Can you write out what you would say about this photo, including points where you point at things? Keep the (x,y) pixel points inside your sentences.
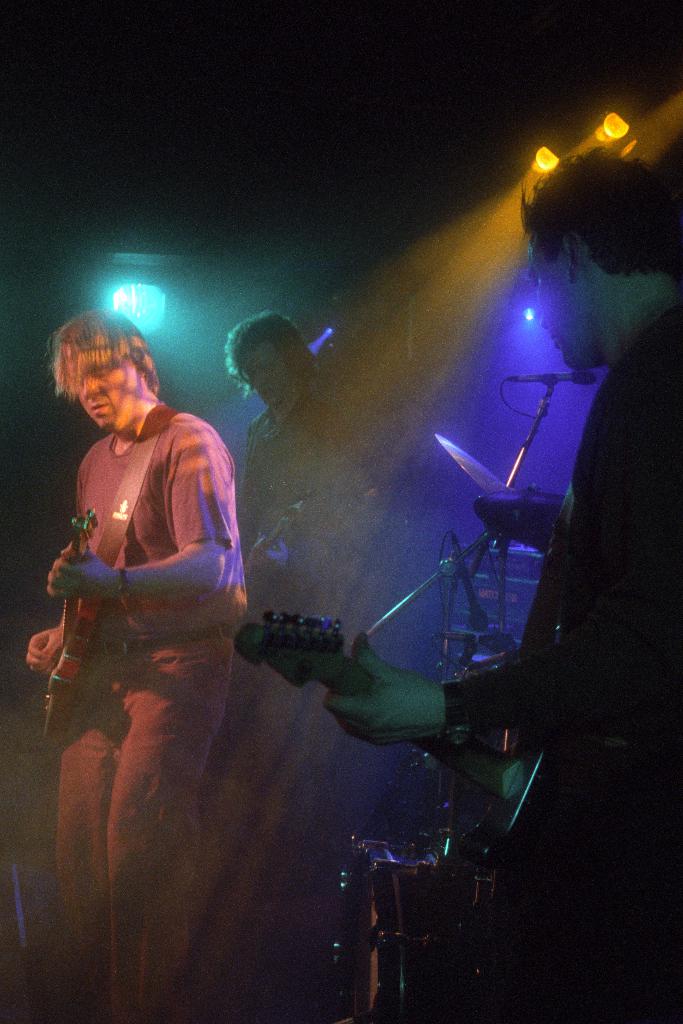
In the image we can see there are people (246,502) who are holding guitar (556,830) in their hand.
